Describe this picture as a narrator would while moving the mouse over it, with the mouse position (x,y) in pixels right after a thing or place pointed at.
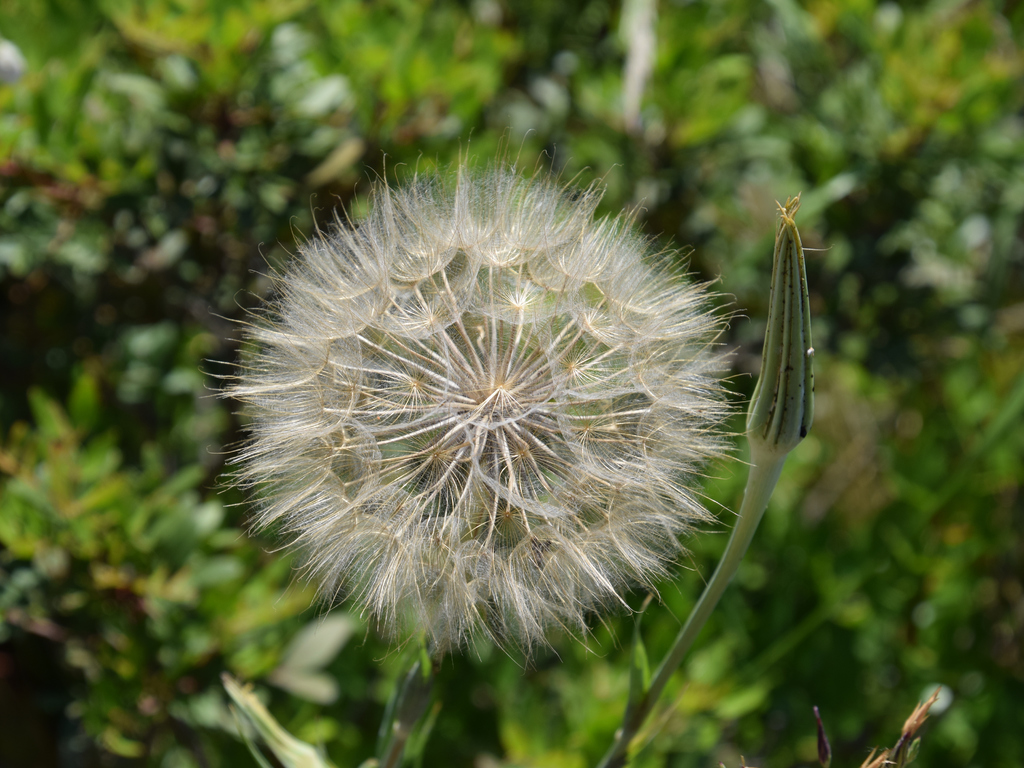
In the center of the image (454,354) we can see a flower (460,488) and a bud (792,312). In the background (315,698) there are trees (153,361).
